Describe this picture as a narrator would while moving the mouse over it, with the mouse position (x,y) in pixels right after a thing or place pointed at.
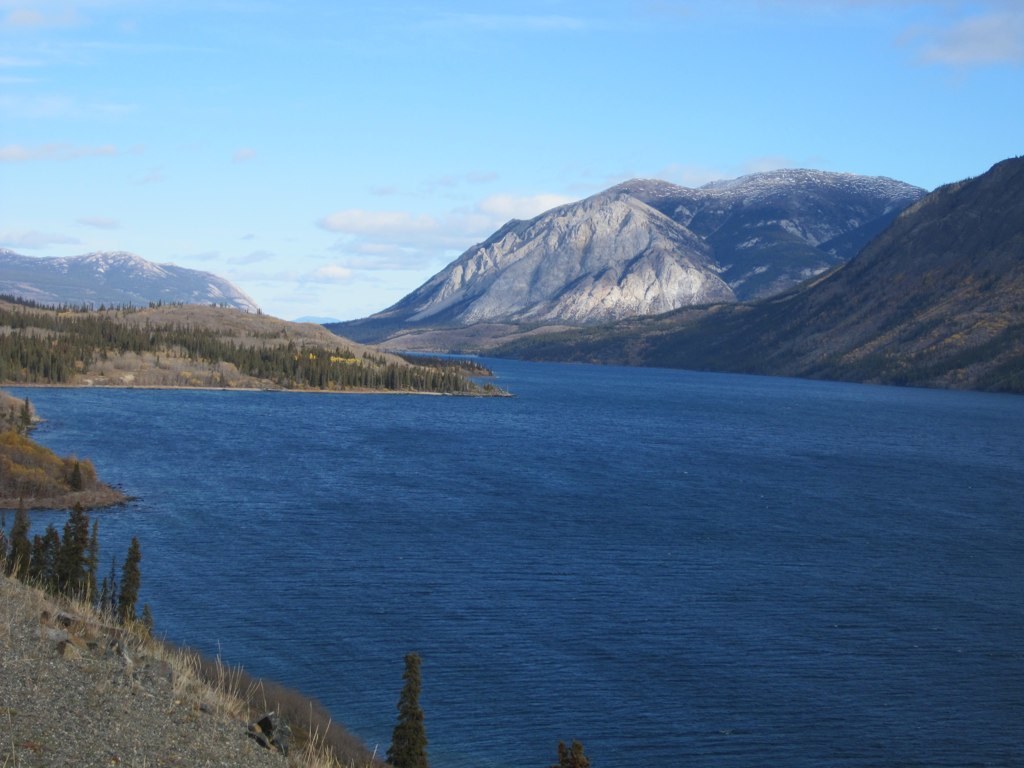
In this image, we can see water (958,763), there are some mountains (621,254) on the right side (915,224), we can see some plants (147,635), at the top (547,49) there is a blue sky (487,59).
